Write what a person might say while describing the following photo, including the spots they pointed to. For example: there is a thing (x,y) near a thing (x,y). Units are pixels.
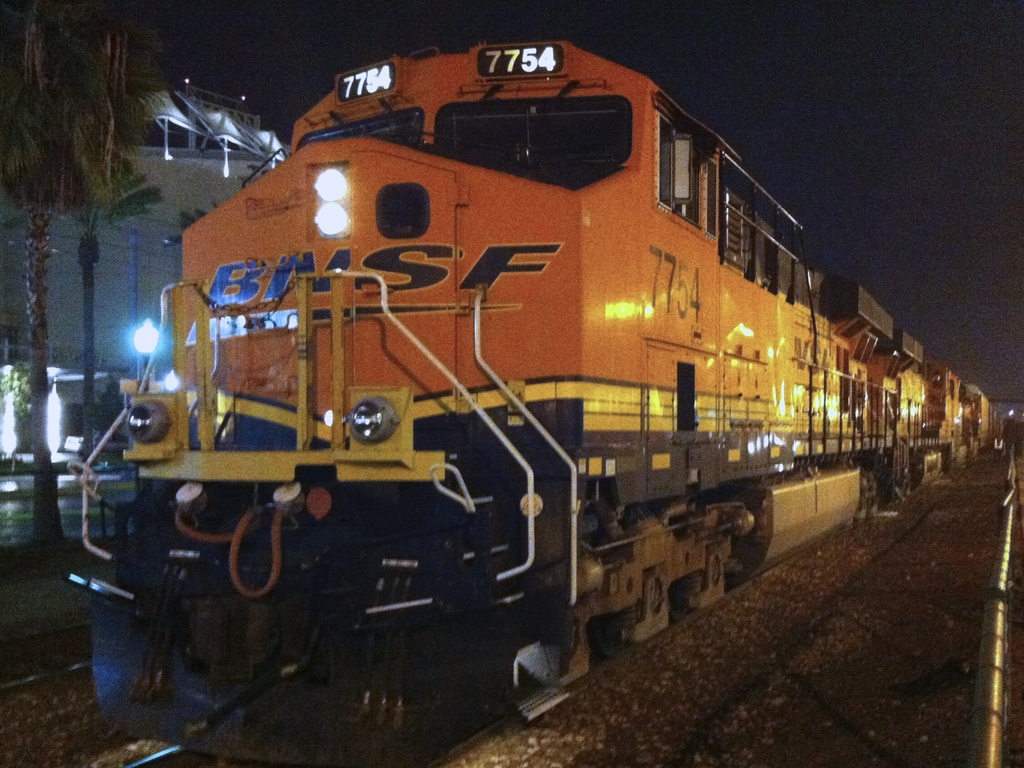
In this image I can see the train (439,694) on the railway track (683,655). Train (439,694) is in orange and yellow color. Back I can see few trees (135,146), lights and the building (114,248).
